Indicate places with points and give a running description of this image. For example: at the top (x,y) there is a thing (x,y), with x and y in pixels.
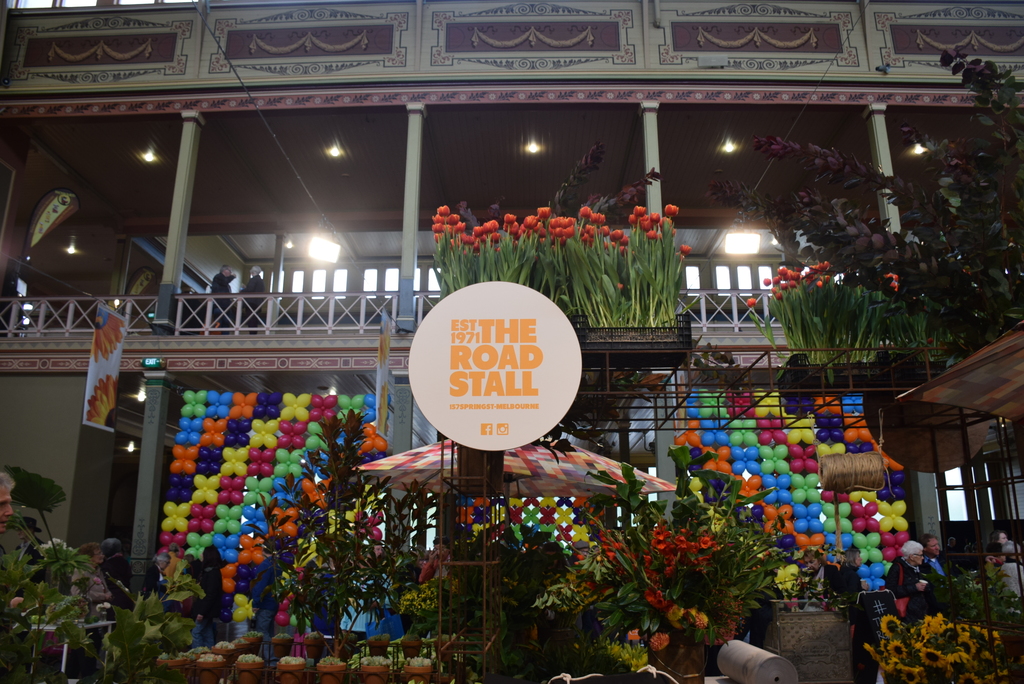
In this image, we can see some plants (1011,285) and flowers (590,246), we can see some balloons (527,504), there are some pillars (402,282) and we can see the lights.
